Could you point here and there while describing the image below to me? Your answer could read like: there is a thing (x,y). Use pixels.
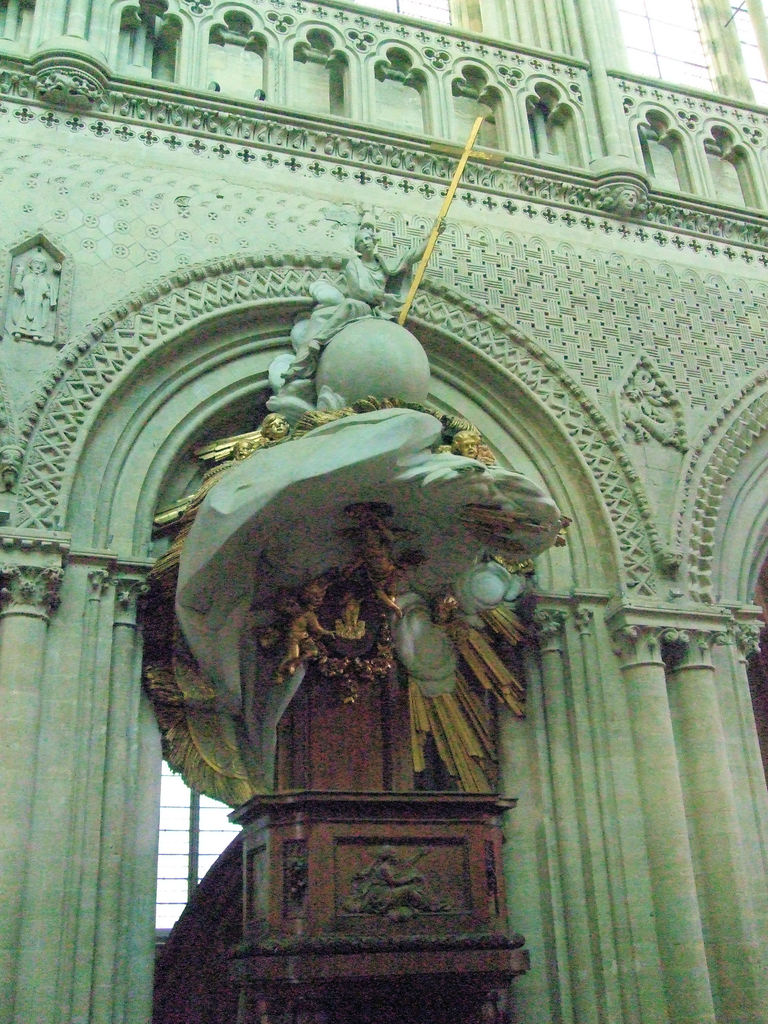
This is the picture of a building (717,306). In the foreground (318,746) there is a statue (384,312) and at the back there is a window (162,834). At the top (647,54) there are windows (634,57).
